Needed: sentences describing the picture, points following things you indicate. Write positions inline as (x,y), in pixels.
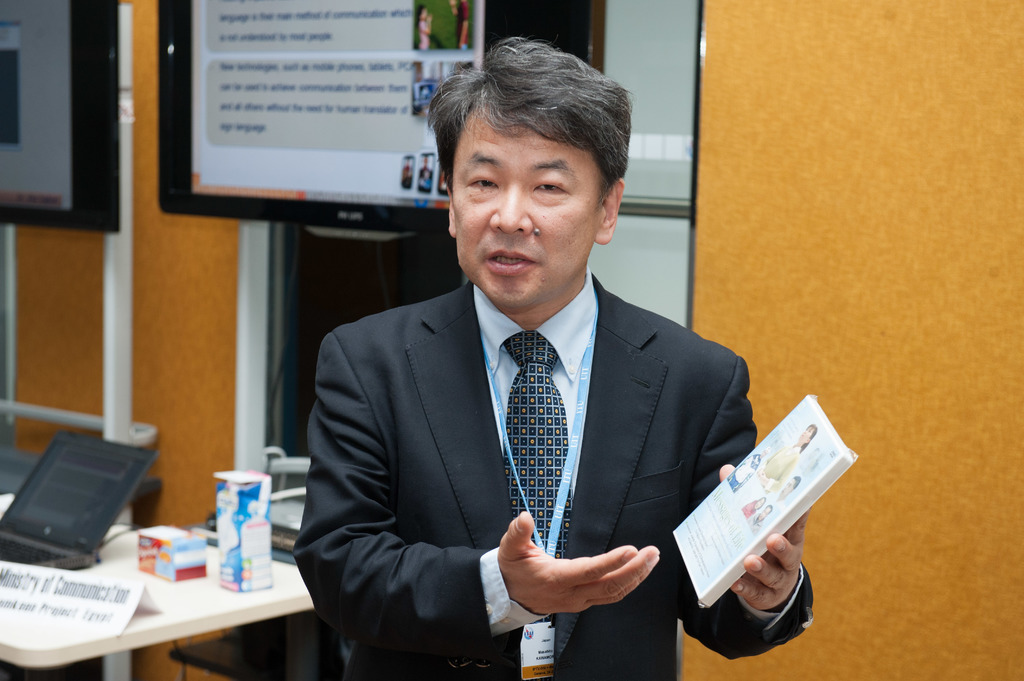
In this image I can see a person (580,425) holding the box (749,470). To the left (137,555) there is a table (129,567). On the table (187,592) there is a laptop (59,545), paper (29,576) and some of the objects (187,554). In the background (176,79) there is a screen (266,80).
